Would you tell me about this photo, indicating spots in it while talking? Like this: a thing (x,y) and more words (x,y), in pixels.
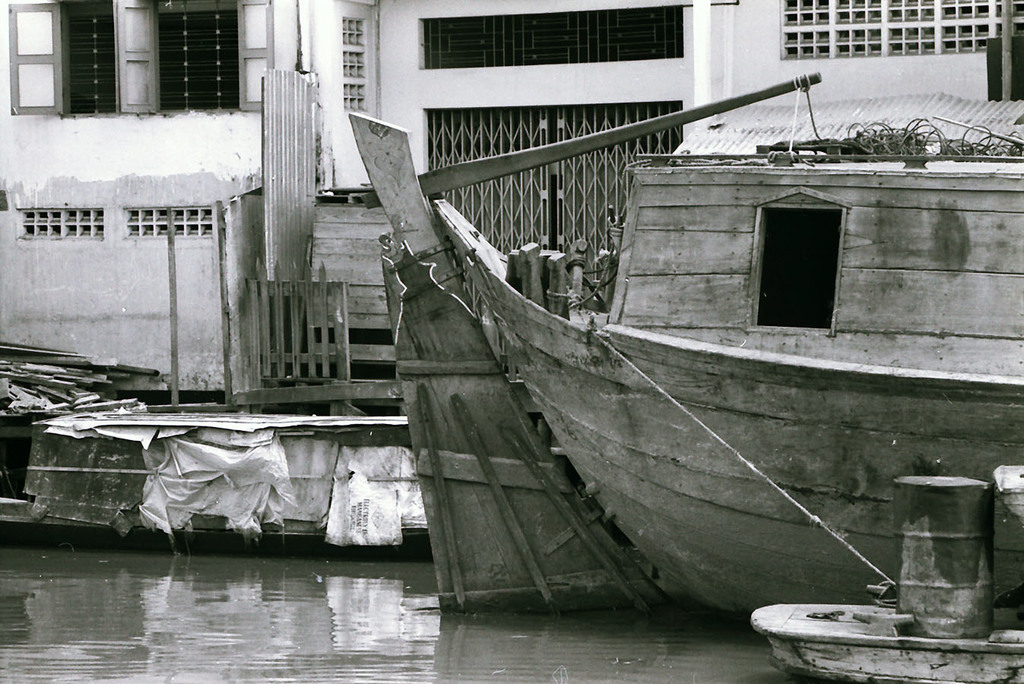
In this image there is a boat (738,414) on the water (523,652). Right bottom there is a drum (924,624) on the boat (868,650). Left side (266,449) there are few objects (162,451) on the land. Background (513,183) there is a building (508,140) having few windows (156,56) and a gate (547,208).
